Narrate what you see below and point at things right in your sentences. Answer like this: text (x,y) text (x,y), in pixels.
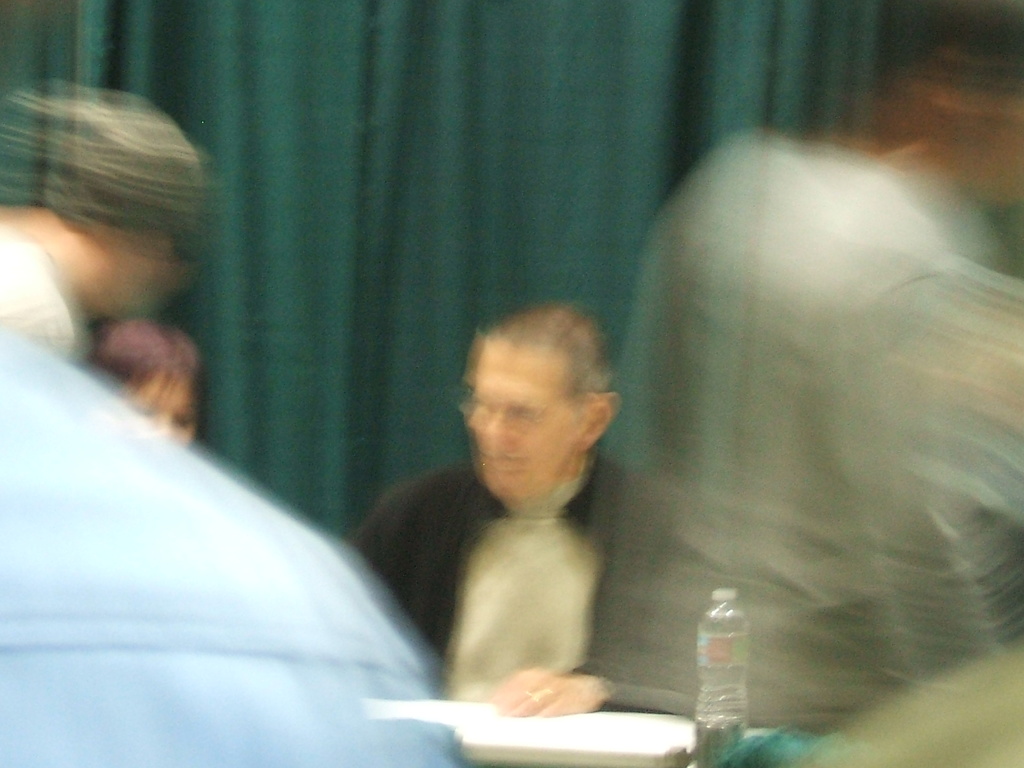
This is a blur image. Here we can see few persons (186,551) and in the middle (507,434) there is a man (498,543) sitting at the table (619,728) and there is a water bottle (699,670) on it.
